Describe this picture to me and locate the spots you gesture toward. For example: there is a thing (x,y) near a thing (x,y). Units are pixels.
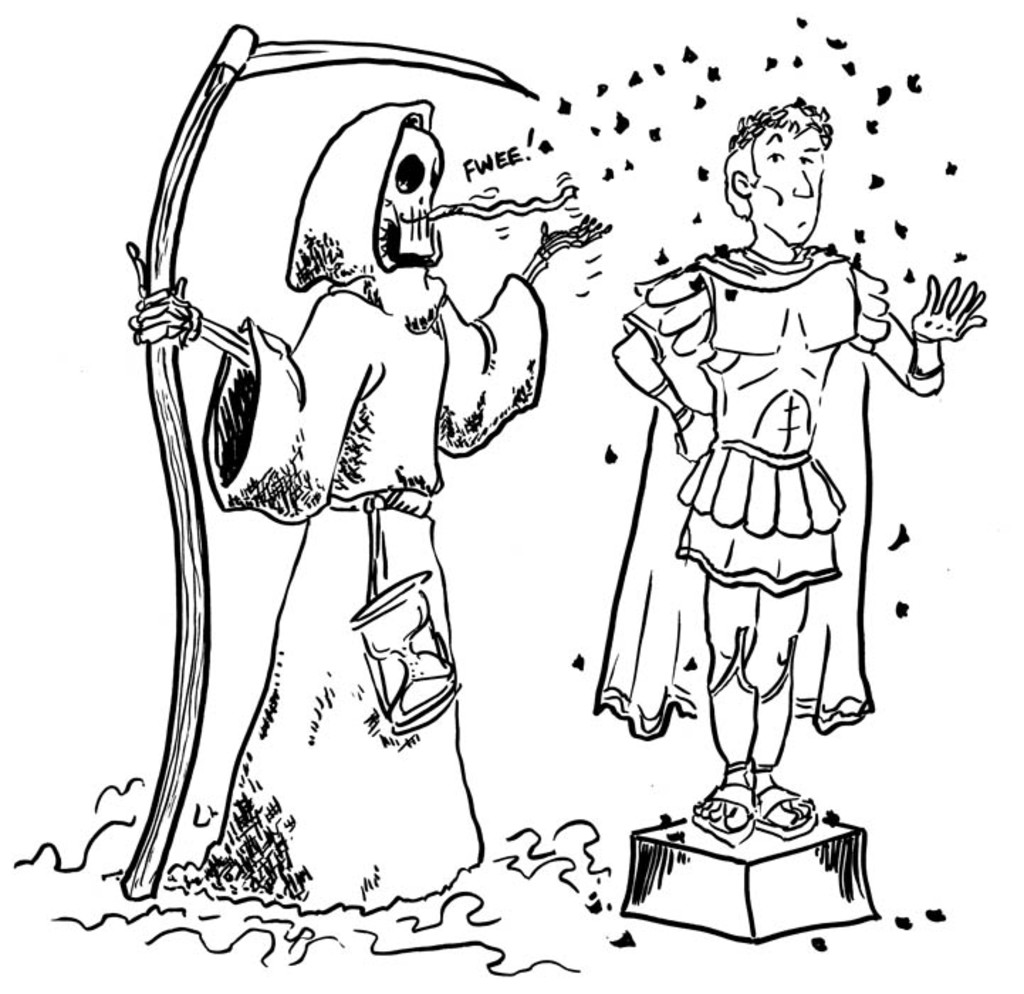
This is a drawing in this image there are two persons (288,359) who are standing, and at the bottom (222,904) there are wavy lines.
